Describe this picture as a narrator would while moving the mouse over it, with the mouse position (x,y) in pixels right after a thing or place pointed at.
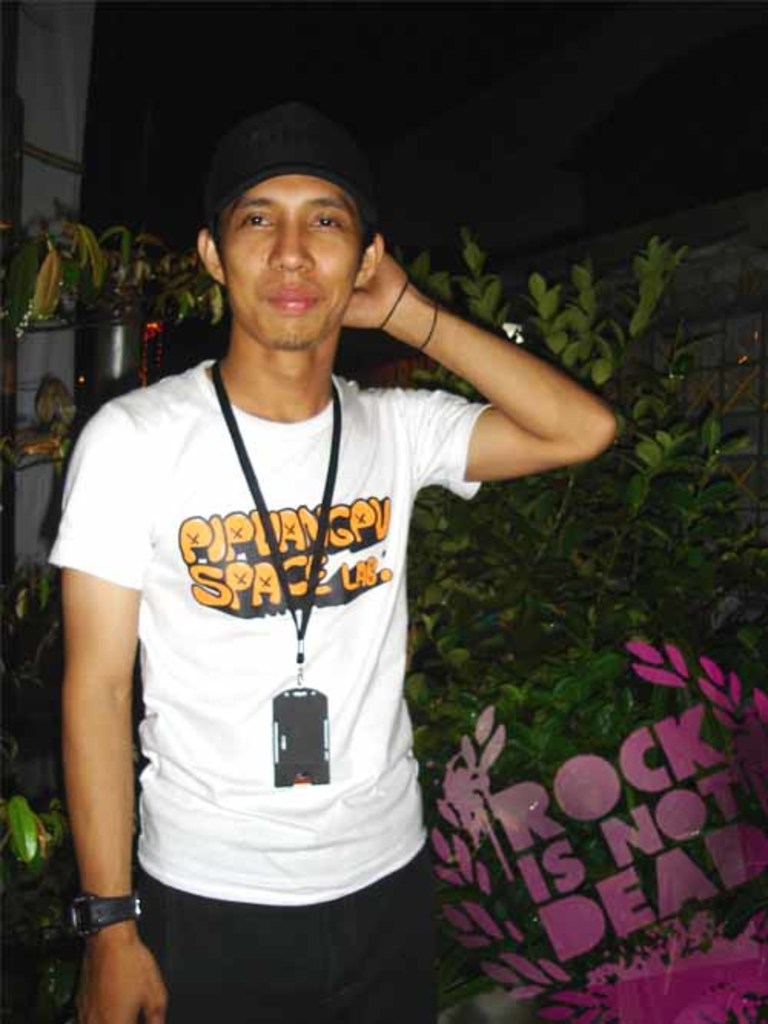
In this image there is a man (346,489) standing, he is wearing an identity card (295,718), there are plants (546,588) behind the man (561,415), there is text (550,822) towards the bottom of the image (596,804), there are objects (54,339) towards the left of the image (54,364), the background of the image (414,65) is dark.
